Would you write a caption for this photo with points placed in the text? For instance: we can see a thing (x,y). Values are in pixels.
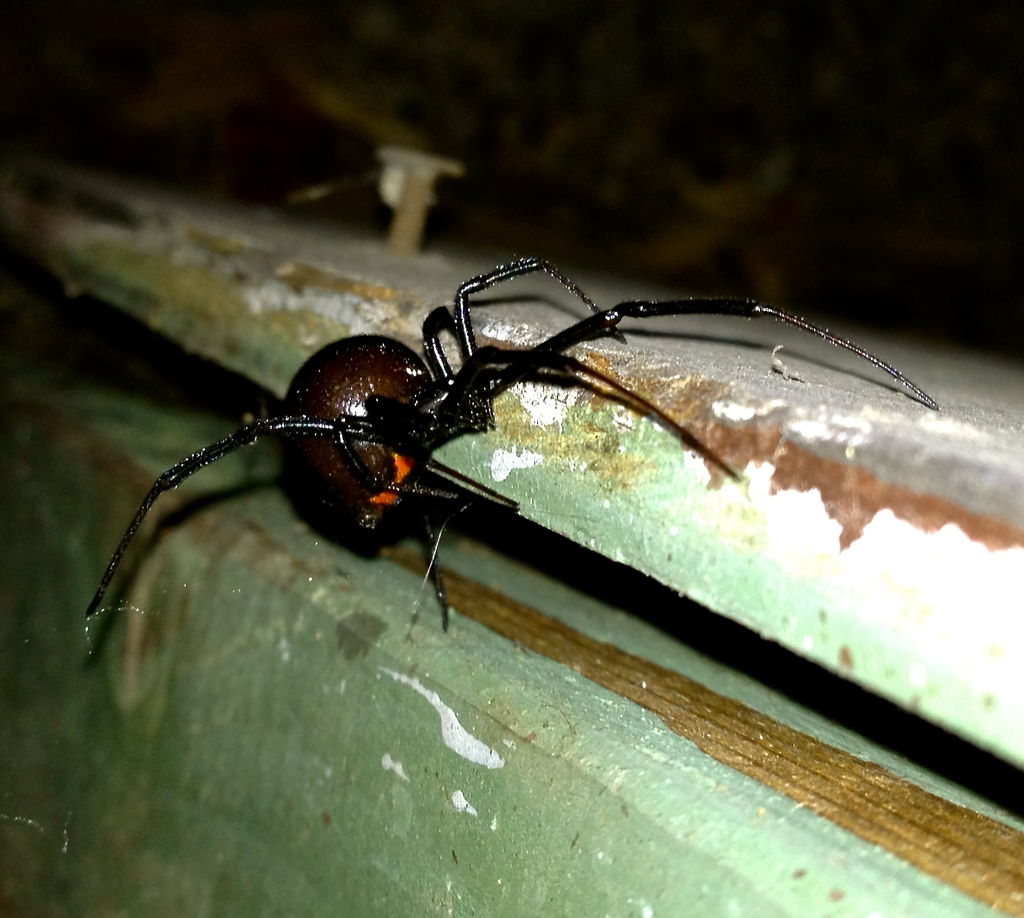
In this image I can see an insect (401,368) which is brown, black and orange in color on the wooden surface (504,641) which is green, brown and white in color. I can see the blurry background (612,127).
